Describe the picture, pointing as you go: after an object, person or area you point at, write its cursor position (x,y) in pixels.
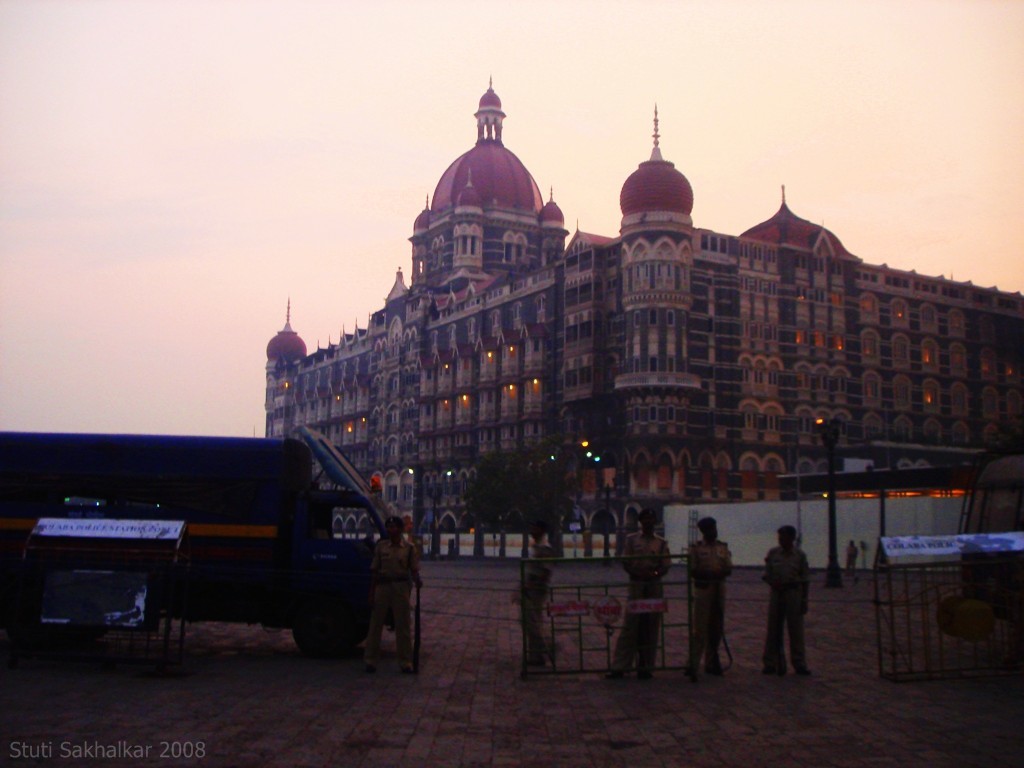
This image consists of a big building (513,362). At the bottom (649,639), there are cops (386,579) standing on the road (501,653). To the left (276,474), there is a van (244,558) in blue color. At the top (152,159), there is a sky (167,158).
